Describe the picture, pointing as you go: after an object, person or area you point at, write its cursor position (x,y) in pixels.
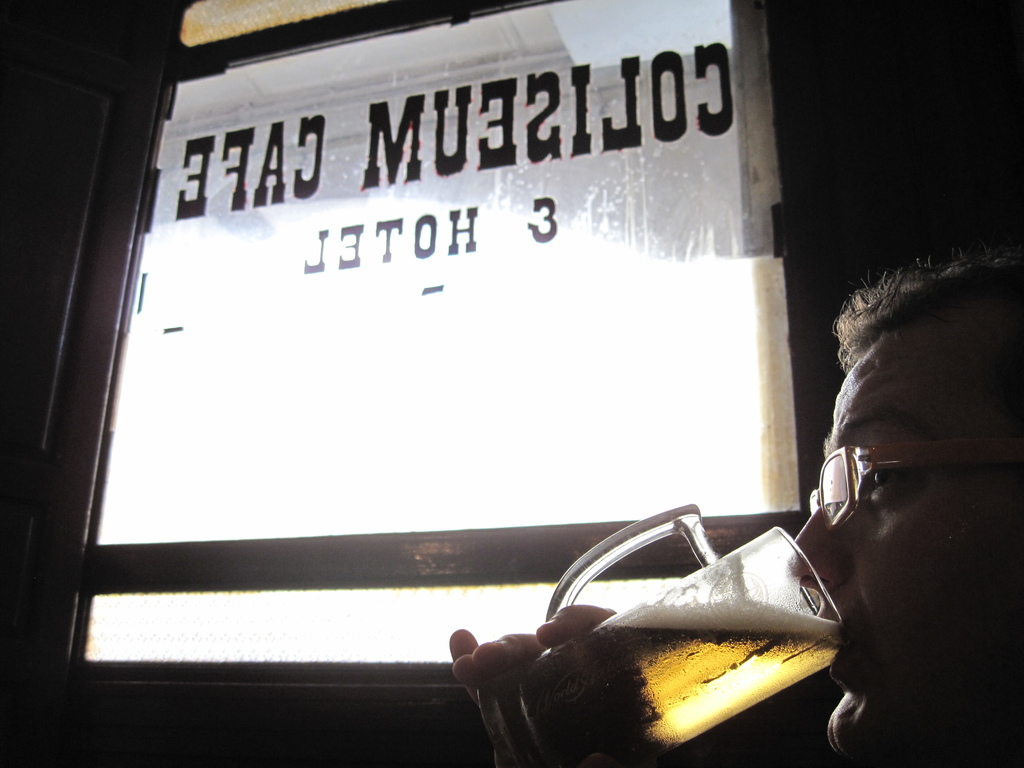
On the right (880,575) there is a man (879,575) drinking with a glass (551,653) by holding it in his hand (536,650). In the background (476,434) there is a glass door (279,487) and there is a text (276,195) written on it.
